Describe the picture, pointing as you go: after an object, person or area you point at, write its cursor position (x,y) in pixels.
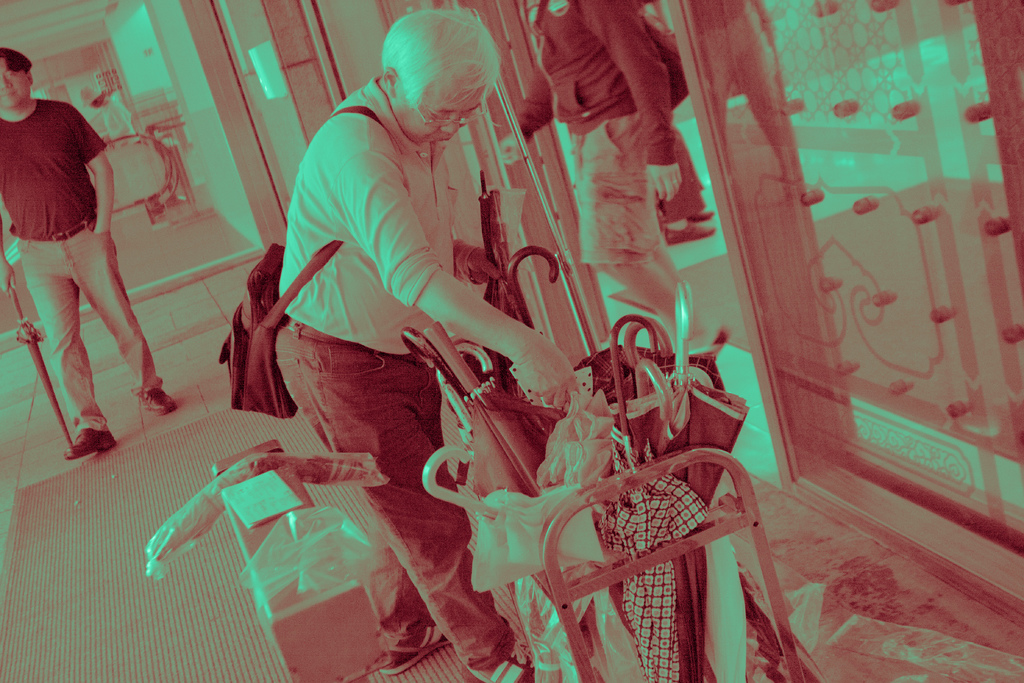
In this image we can see a person (443,470) keeping umbrellas (544,438) in the rack (601,487). There is a box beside him. On the backside (73,202) we can see a person (170,400) standing holding an umbrella (49,386).
